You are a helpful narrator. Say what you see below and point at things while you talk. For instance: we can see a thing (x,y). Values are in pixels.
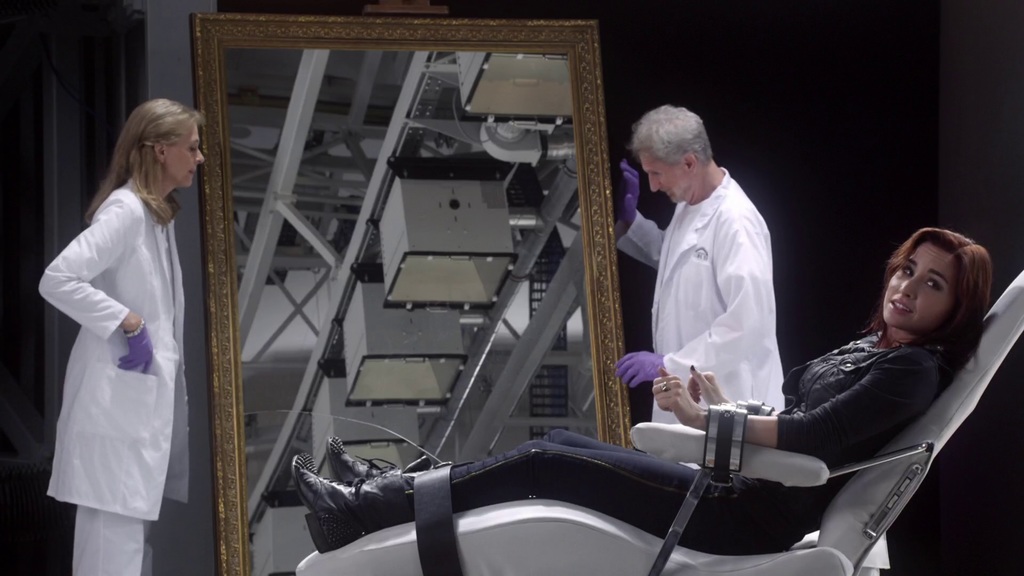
In this image a woman (700,507) is sitting on a chair (838,500). There is a mirror (414,53). On both sides of it there are two persons (172,254) standing. They are wearing white dress (58,293). Left side (11,447) there is a curtain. Background there is wall (626,157).
